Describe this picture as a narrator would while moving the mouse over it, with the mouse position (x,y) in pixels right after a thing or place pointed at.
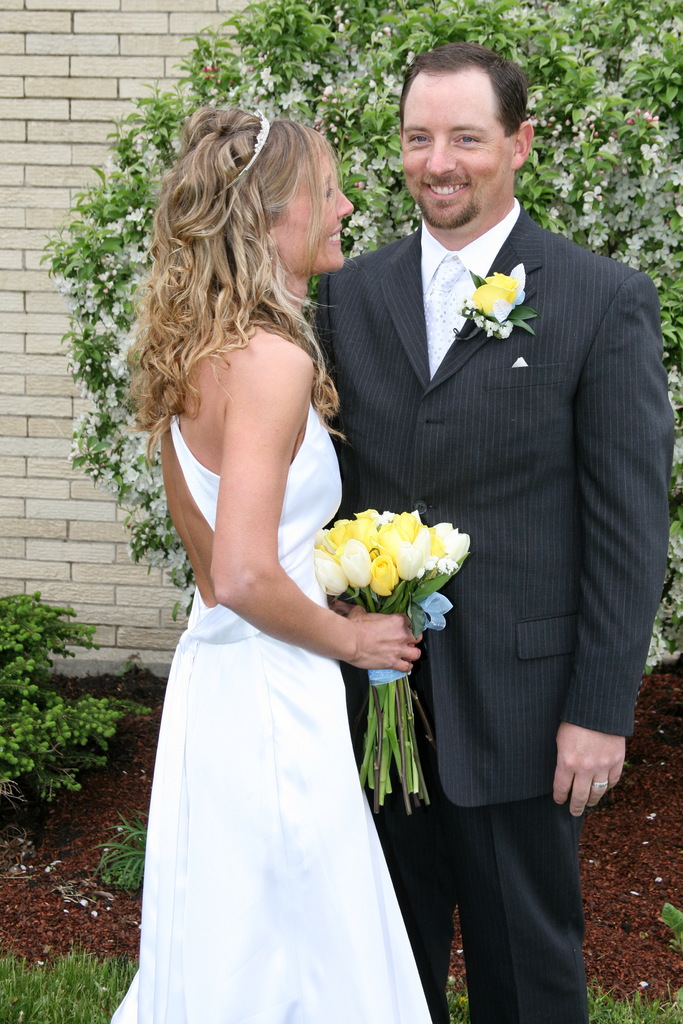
In the middle of the image (455,605) two persons (412,69) are standing and smiling and holding some flowers (362,523). Behind them there are some plants (632,135) and wall (177,46).
